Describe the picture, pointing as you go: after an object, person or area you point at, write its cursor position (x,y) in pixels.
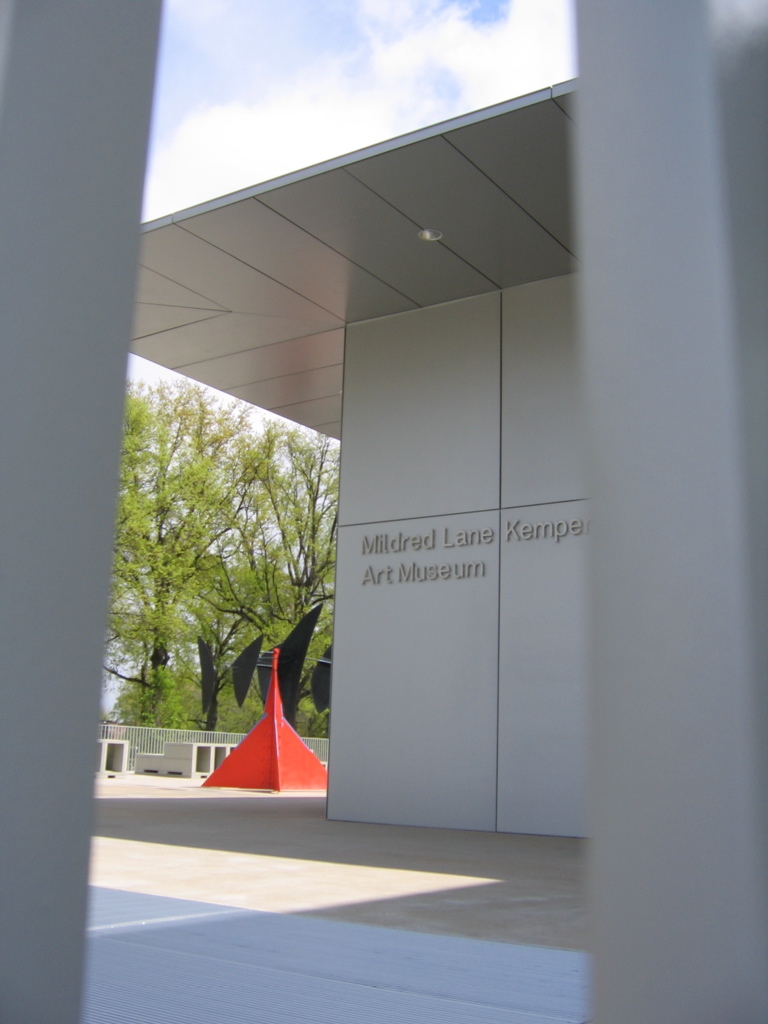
In this image we can see a building (408,638) with name (413,548) on the wall (496,558). In the back (276,750) there is a red color object (266,740). In the background (186,737) there is railing (156,733). Also there are trees (220,534) and sky (204,138) with clouds (238,129).
